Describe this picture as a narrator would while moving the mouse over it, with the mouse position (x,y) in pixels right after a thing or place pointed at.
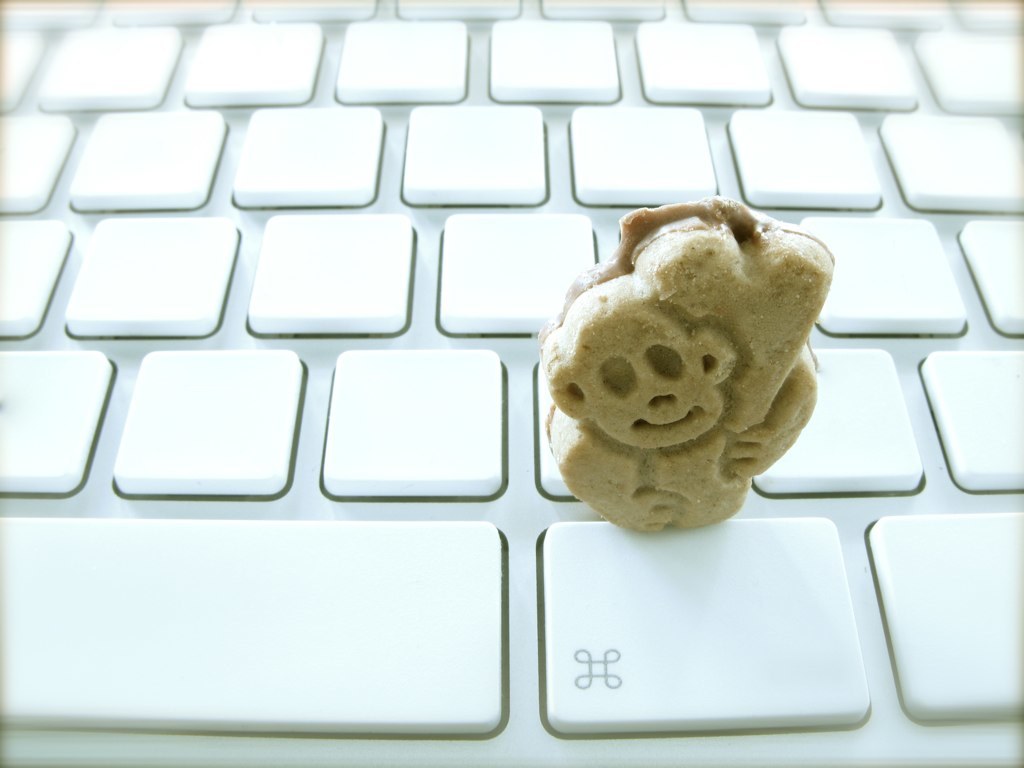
In this picture there is a cookie (691,385) which is kept on the keyboard (435,696).
